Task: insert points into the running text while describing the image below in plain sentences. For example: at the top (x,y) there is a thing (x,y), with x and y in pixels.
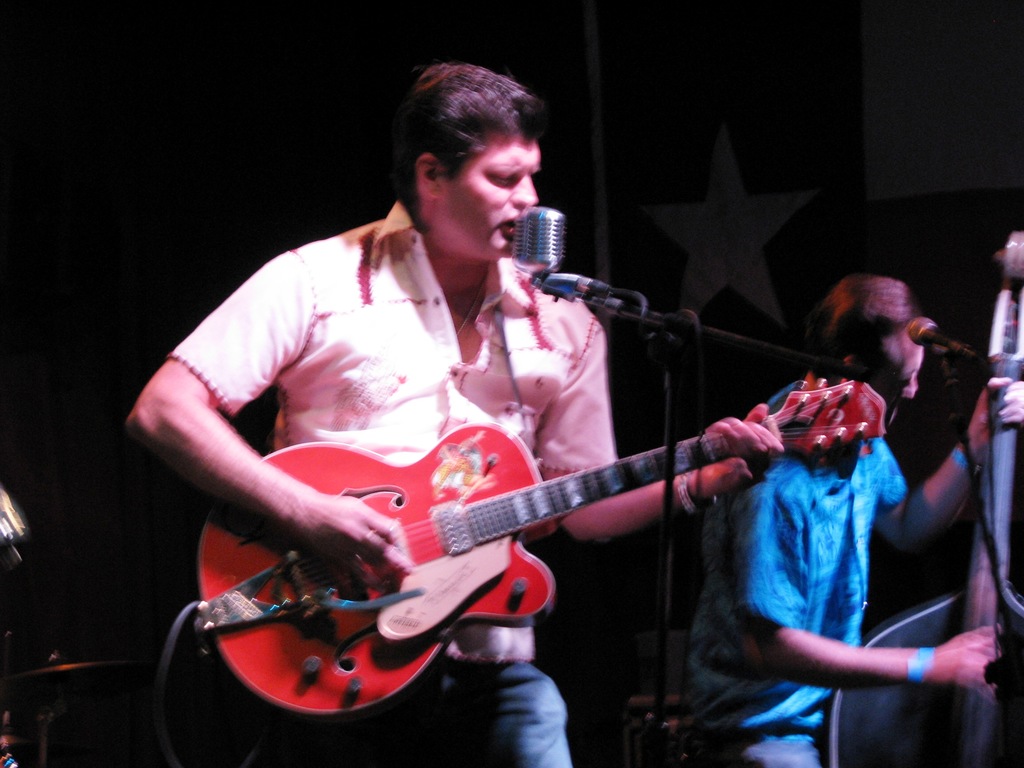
In the picture we can see a man (648,496) standing and holding a guitar (338,582) and singing a song in the microphone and beside him we can also see another person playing a musical instrument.
